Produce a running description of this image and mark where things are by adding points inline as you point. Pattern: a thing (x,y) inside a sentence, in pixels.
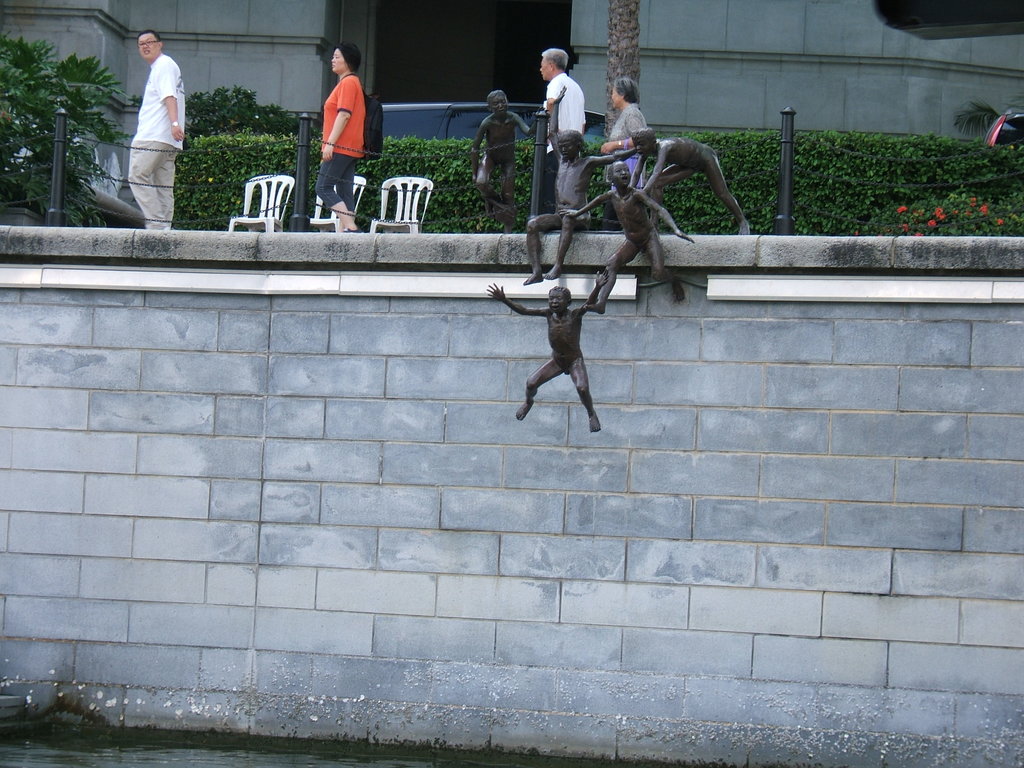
In this picture there are four people (331,100) and we can see wall (511,352), sculptures (554,278), poles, chains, plants (220,190) and chairs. In the background of the image (700,80) we can see walls (270,72) and tree trunk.
